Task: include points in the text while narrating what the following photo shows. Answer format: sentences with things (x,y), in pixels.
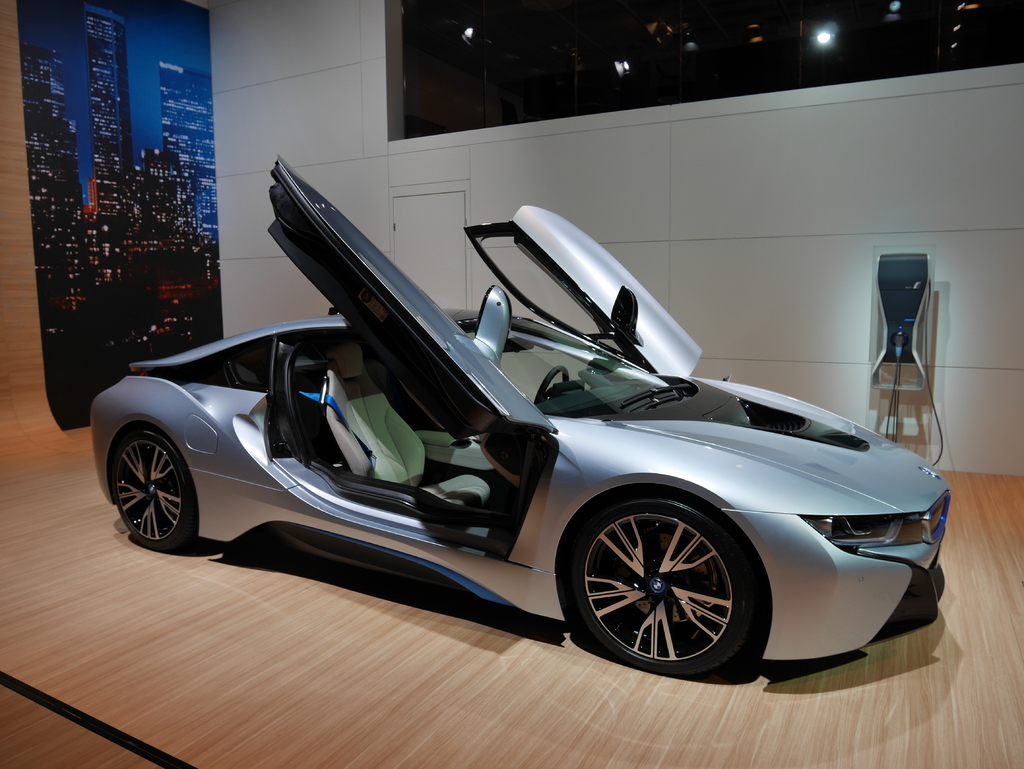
In this image in the center (519,415) there is one car (463,427) and at the bottom (397,684) there is a floor (975,722), in the background (831,219) there is a wall (305,167) and some object (900,317). And on the left side (98,179) there is one poster (133,196) on the wall (17,327), and at the top (653,37) there are some lights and some objects (485,55).
